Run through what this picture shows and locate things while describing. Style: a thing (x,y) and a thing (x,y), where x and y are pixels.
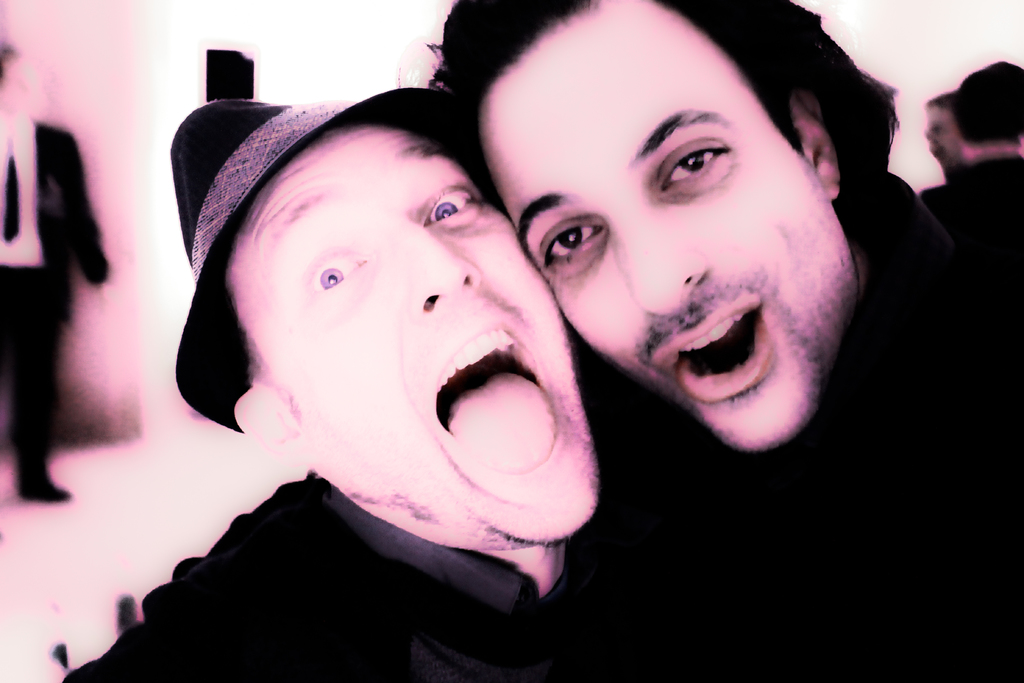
In this picture we can see two men (737,433) in the front (757,555), a man (335,179) on the left side (340,179) is wearing a cap (275,137), there is a person (58,142) standing in the background (58,188), we can see a blurry background (943,52).
